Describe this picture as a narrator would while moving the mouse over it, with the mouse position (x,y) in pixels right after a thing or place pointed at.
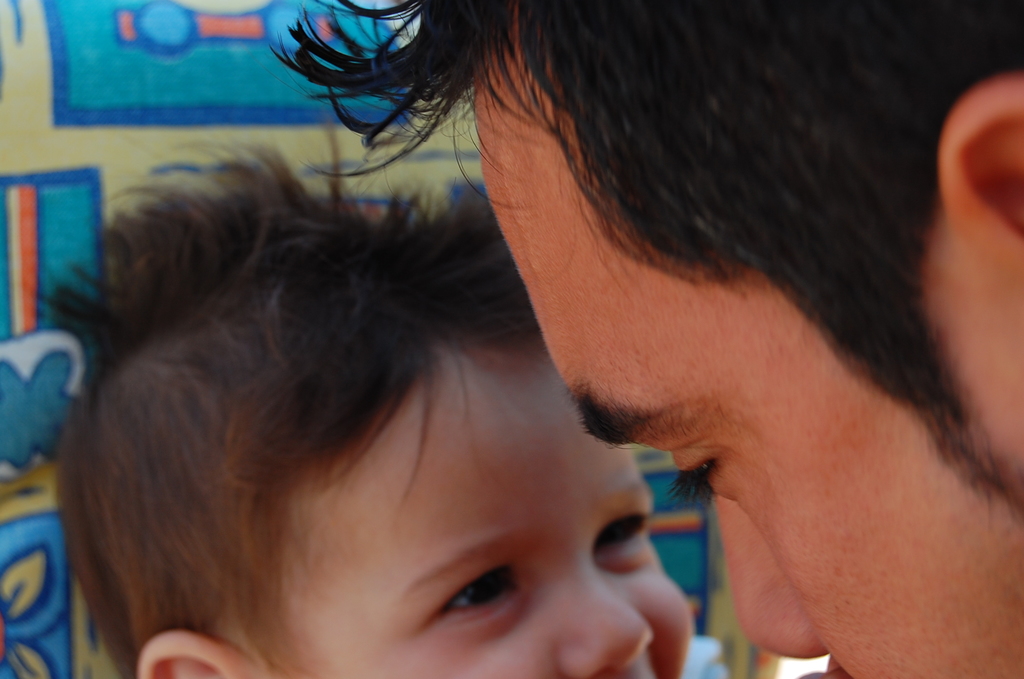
On the right (732,96) we can see a person head (662,156) and on the left (333,409) we can see a kid head (308,457). In the background (267,24) we can see a design (121,145) on the platform (734,673).
